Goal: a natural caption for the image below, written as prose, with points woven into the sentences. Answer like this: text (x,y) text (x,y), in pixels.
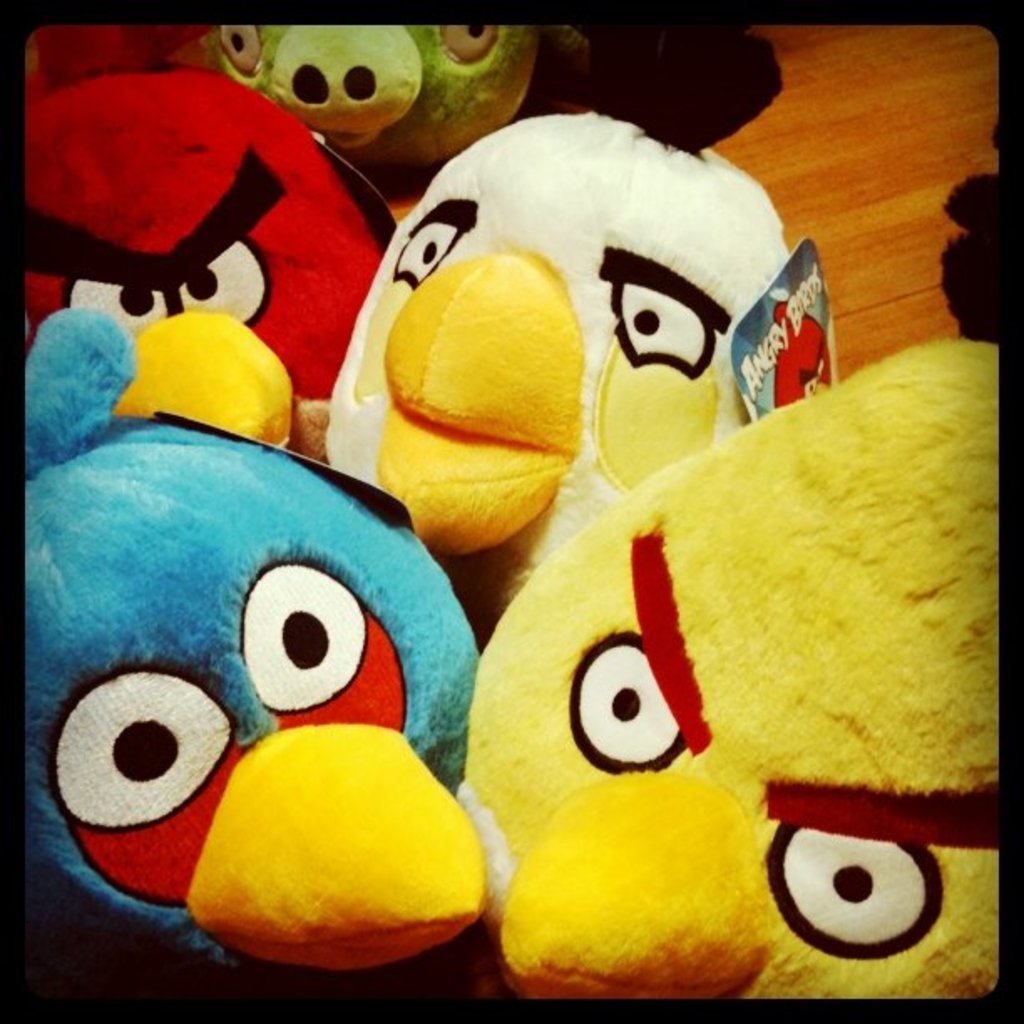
In this image there are angry birds toys (662,310) with tags (803,268) on the wooden floor (804,177).
